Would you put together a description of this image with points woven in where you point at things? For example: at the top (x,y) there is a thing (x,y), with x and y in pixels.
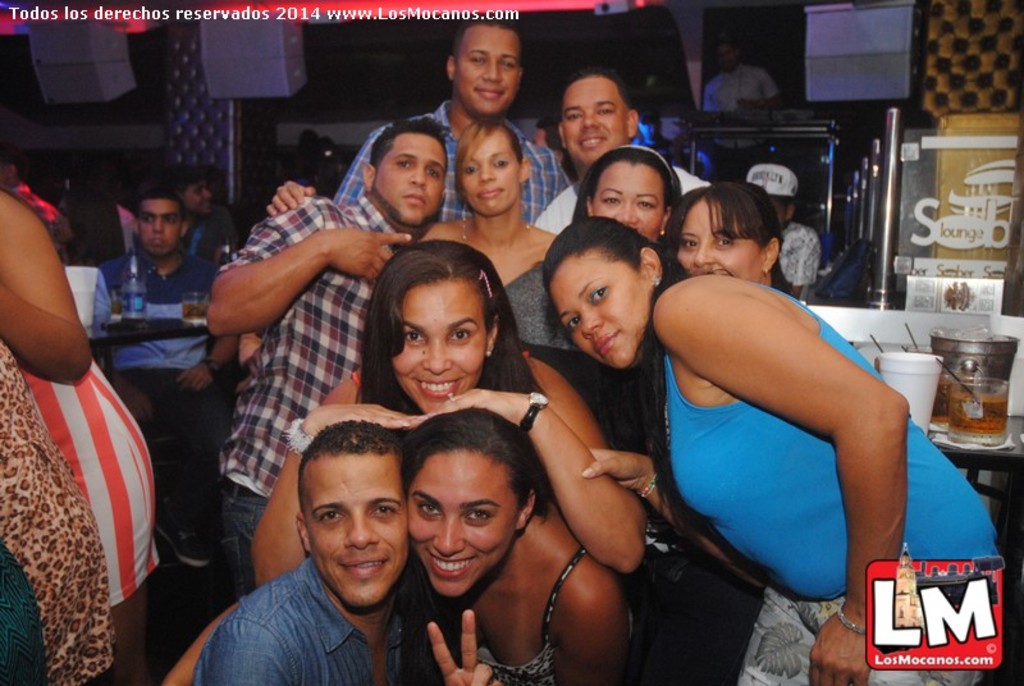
Group of people (389,196) are highlighted in this picture. These group of people (468,281) are giving some stills. Few people (471,567) are smiling. The woman (492,339) kept her 2 hand (501,402) on this 2 persons head (480,494). This person (150,228) sat on a chair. In-front of this man (175,355) there is a table (126,337), above the table (133,337) there is the bottle (133,296). Poles (881,273) are in silver color. On a table (957,451) there is a container jar (1005,350).
